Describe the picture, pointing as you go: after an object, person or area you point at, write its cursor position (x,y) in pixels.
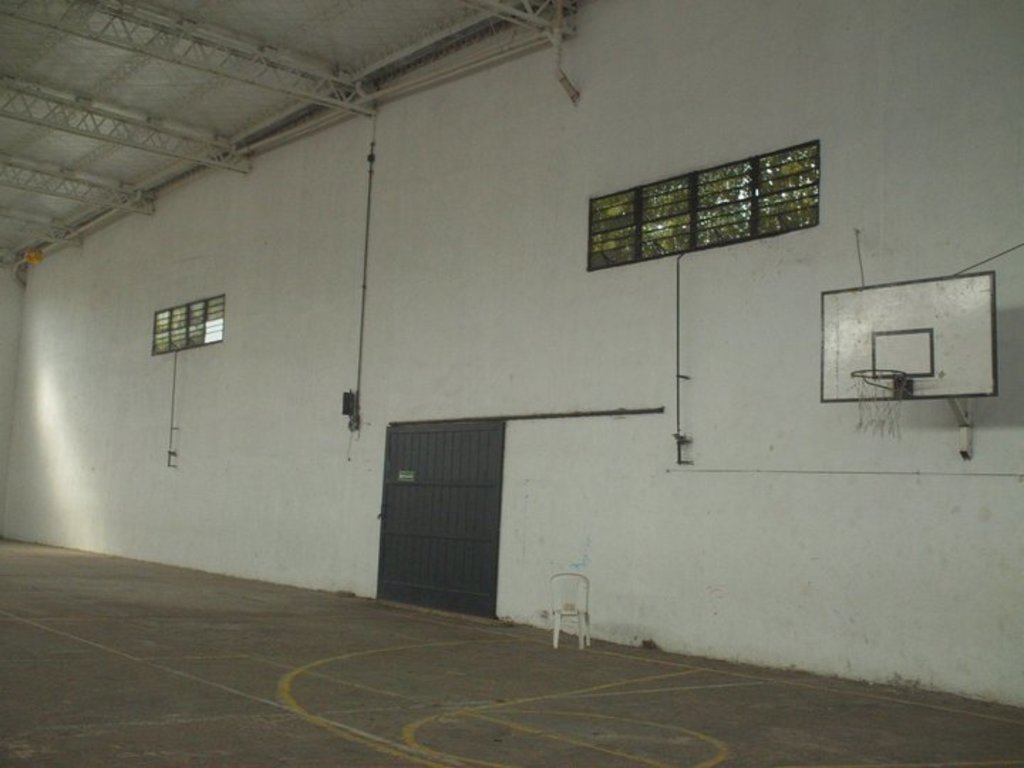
This is a court (325,614) and here we can see a chair (555,626), door (468,456), windows (183,345) and hoop (909,383). In the background (462,197), there is a wall (656,106) and at the top (100,95), there is roof (332,62). At the bottom (261,689), there is floor (313,688).
